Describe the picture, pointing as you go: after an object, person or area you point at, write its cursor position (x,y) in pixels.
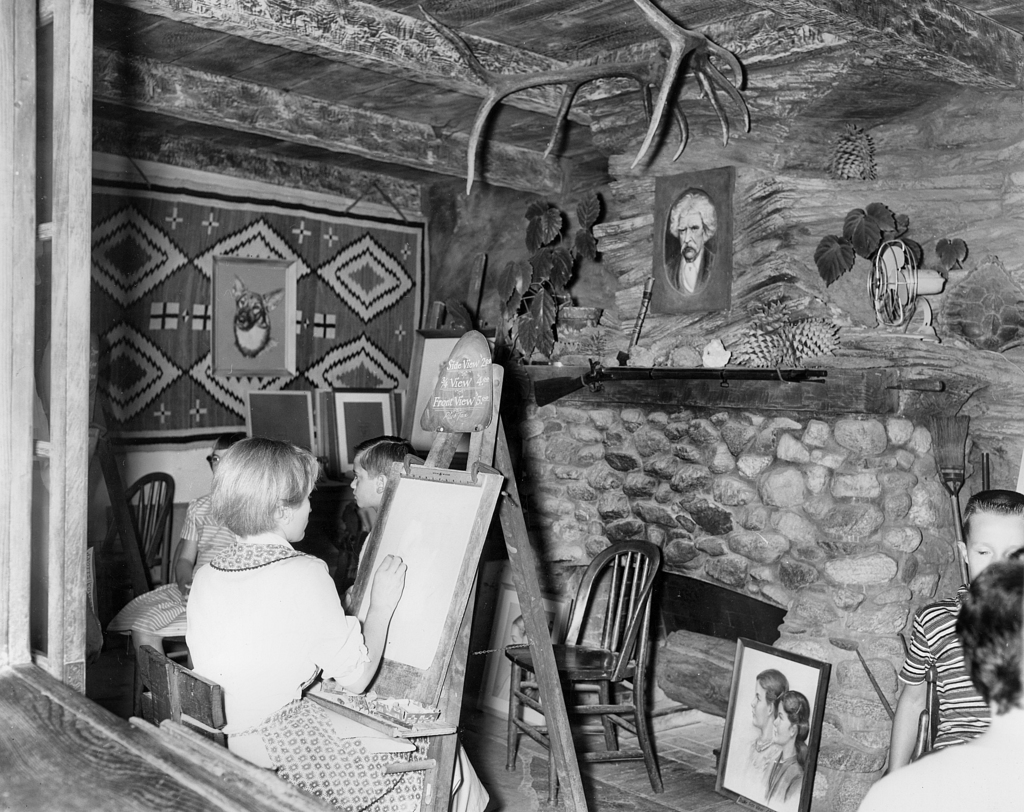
In the picture we can see a woman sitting on the chair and drawing some thing on the white board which is on the stand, there is one more boy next to the board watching something, in the background (779,437) we can see a boy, chair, walls (780,452), paintings (703,293), and a person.
